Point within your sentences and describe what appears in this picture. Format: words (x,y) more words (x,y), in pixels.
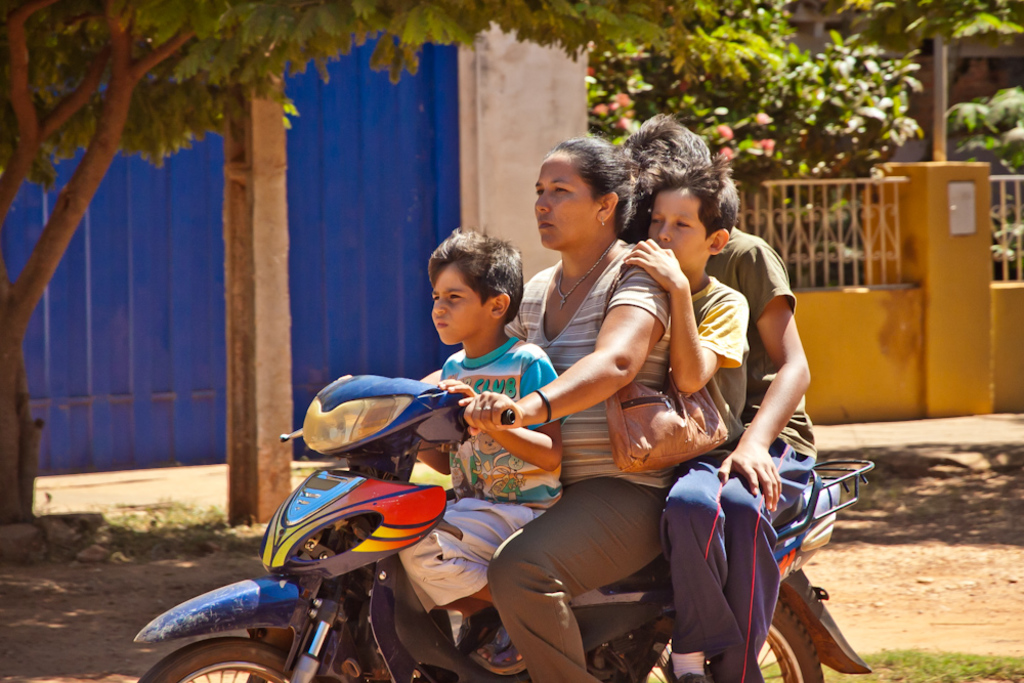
Here we can see a woman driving a motor cycle (354,623) where a boy (521,282) sitting in front and there are other two people (669,139) who are sitting in the back of a motor cycle (821,525).
